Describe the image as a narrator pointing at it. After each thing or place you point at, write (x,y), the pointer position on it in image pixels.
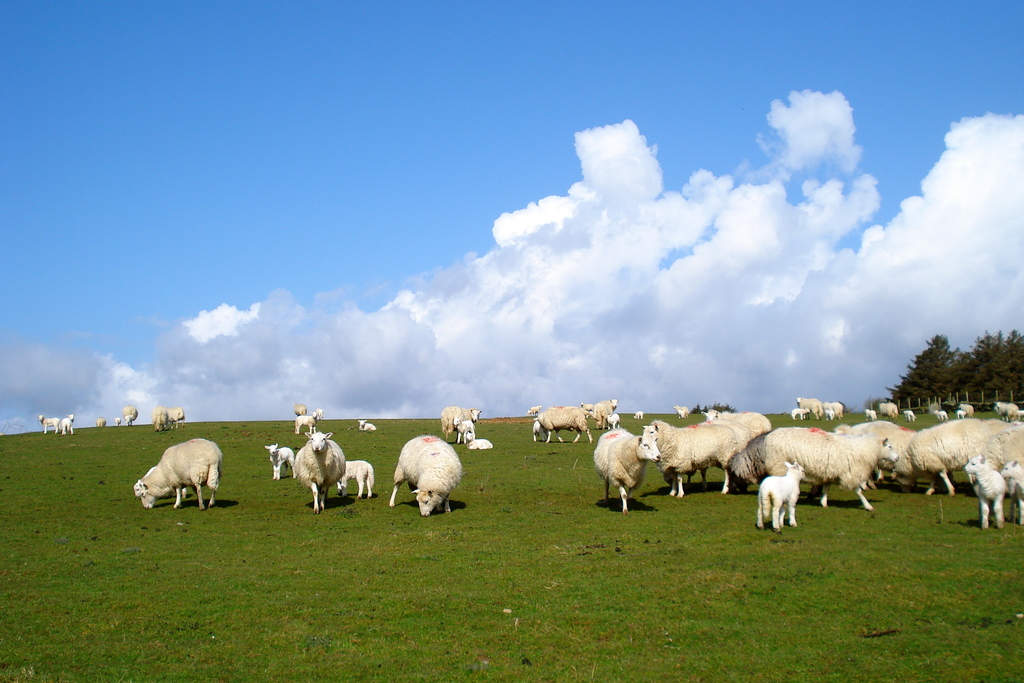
In this image I can see number of sheep (430,460) which are white and brown in color are standing on the ground (532,521) and I can see some grass (561,582). In the background (987,396) I can see the fencing (910,406), few trees (948,387) and the sky (449,240).
